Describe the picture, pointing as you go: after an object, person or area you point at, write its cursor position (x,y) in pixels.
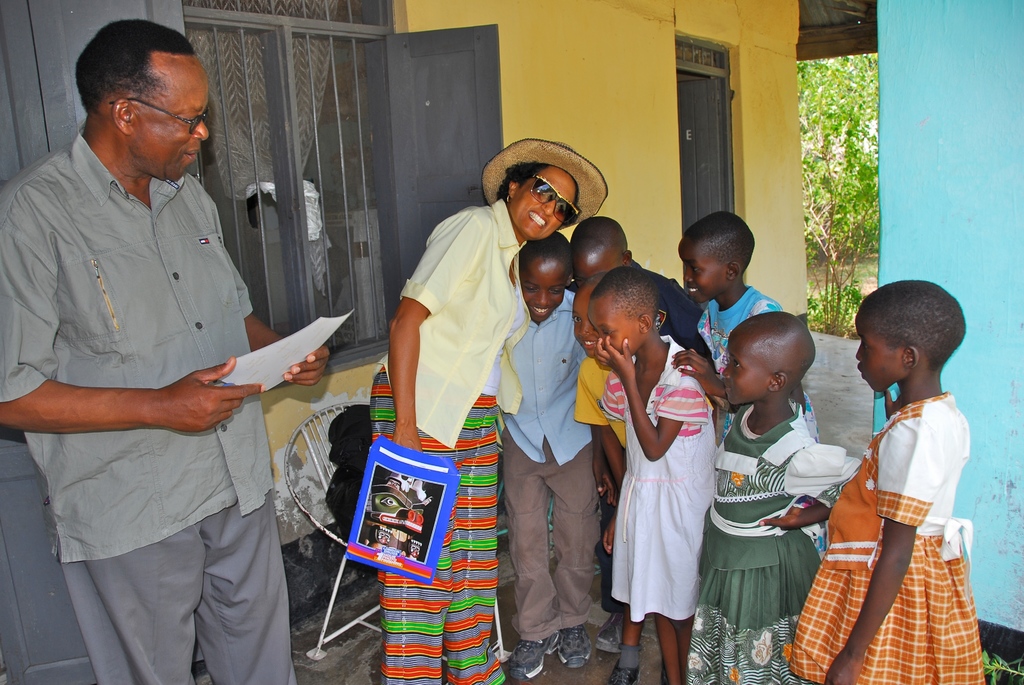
In this image, we can see persons (475,286) and kids (737,410) wearing clothes (911,504). There is a chair (335,601) at the bottom of the image (368,616). There are windows (437,92) at the top of the image (263,73). There is a plant (856,139) in the top right of the image (855,162).
